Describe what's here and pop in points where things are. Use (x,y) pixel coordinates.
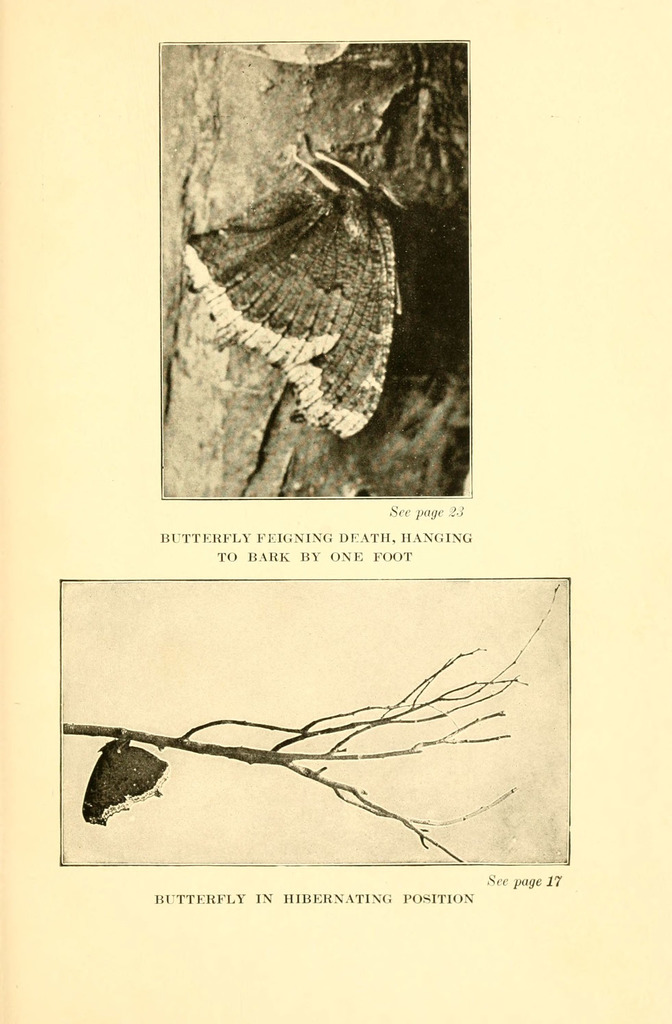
In this image there are two images (342,653) on the page (309,650), in the images there are butterflies (319,337) to the branch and some text (291,555) written on the page (347,995).
